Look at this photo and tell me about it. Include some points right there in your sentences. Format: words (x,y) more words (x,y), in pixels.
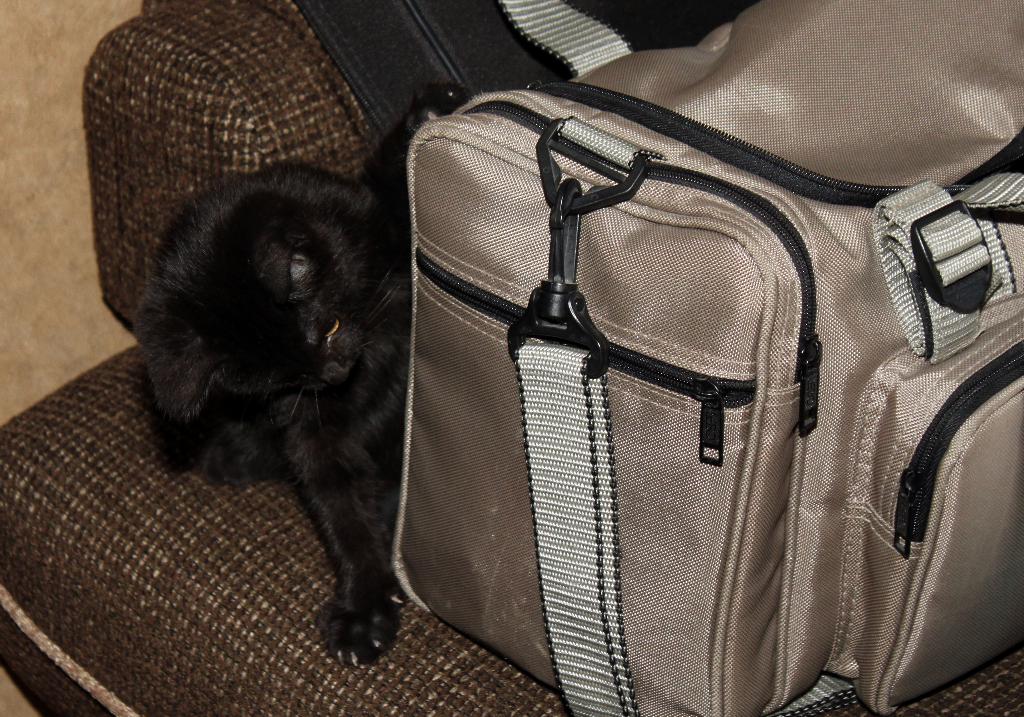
In the picture we can see a sofa (106,97) on it we can see one luggage (489,347) it is beige in color with grey belts (571,366) beside it there is a black color cat (218,317).
